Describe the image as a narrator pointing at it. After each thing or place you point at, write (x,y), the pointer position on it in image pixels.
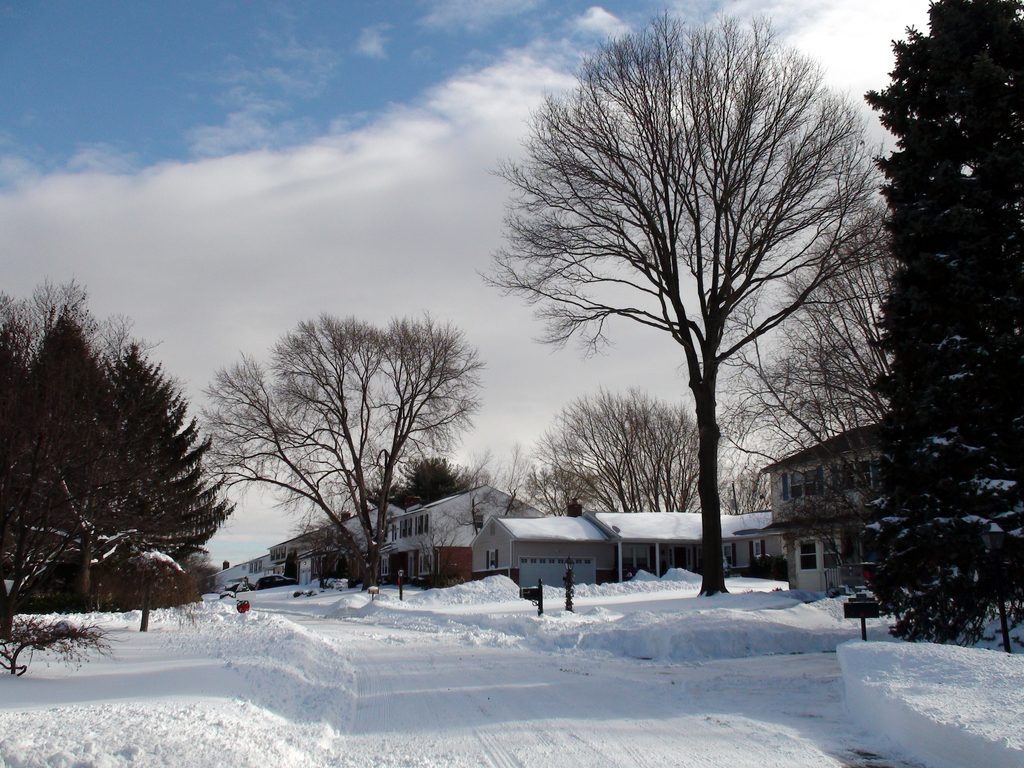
Here in this picture we can see the ground (205,633) is fully covered with snow (671,659) and we can see some houses (485,524) and buildings (679,543) with number of windows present on the ground (478,589) and we can also see plants (198,568) and trees (143,513) present and we can see the sky (472,247) is partly covered with clouds (409,280).
